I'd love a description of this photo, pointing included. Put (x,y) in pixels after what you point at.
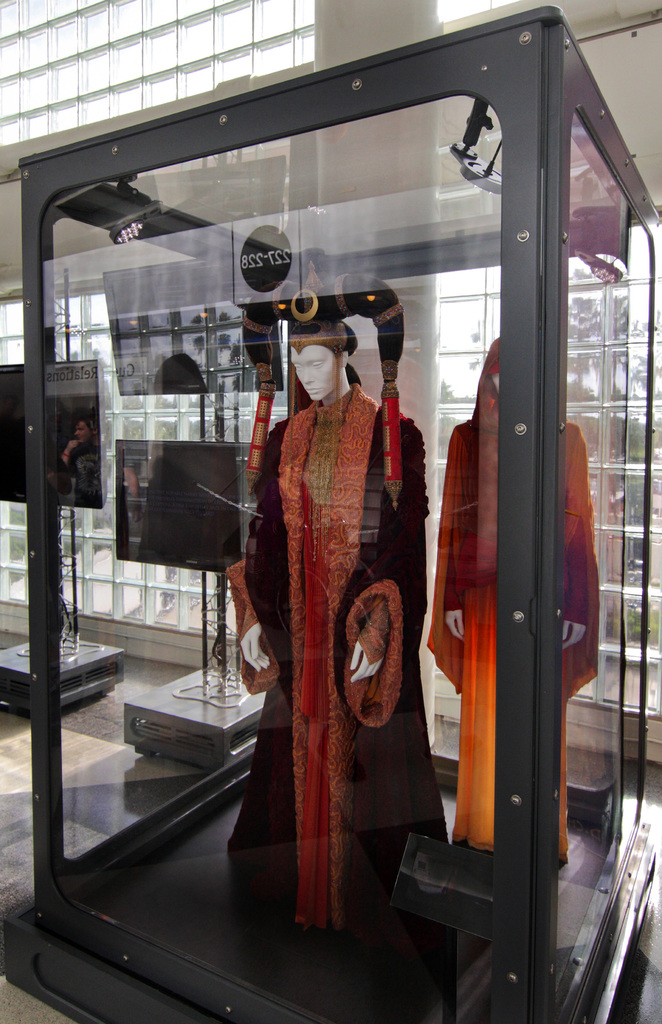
In this picture I can see the two mannequins (417,511) with dresses (389,616) in a glass box (68,379), in the background (56,293) there is the wall (449,377).
